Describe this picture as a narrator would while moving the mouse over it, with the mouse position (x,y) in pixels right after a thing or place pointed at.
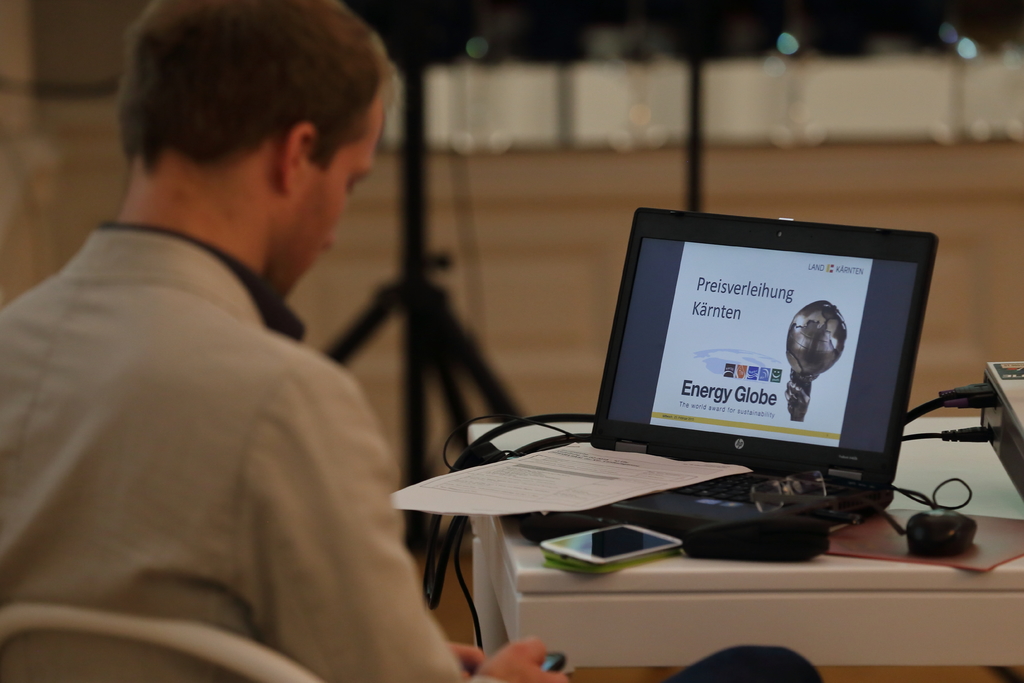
This person (196,381) is sitting on a chair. In-front of this person (359,581) there is a table (969,610), on a table (640,639) there is a laptop (839,499), paper (594,477), mobile (605,546), mouse (960,544) and projector (1012,450). Far there is a pole (692,170).
